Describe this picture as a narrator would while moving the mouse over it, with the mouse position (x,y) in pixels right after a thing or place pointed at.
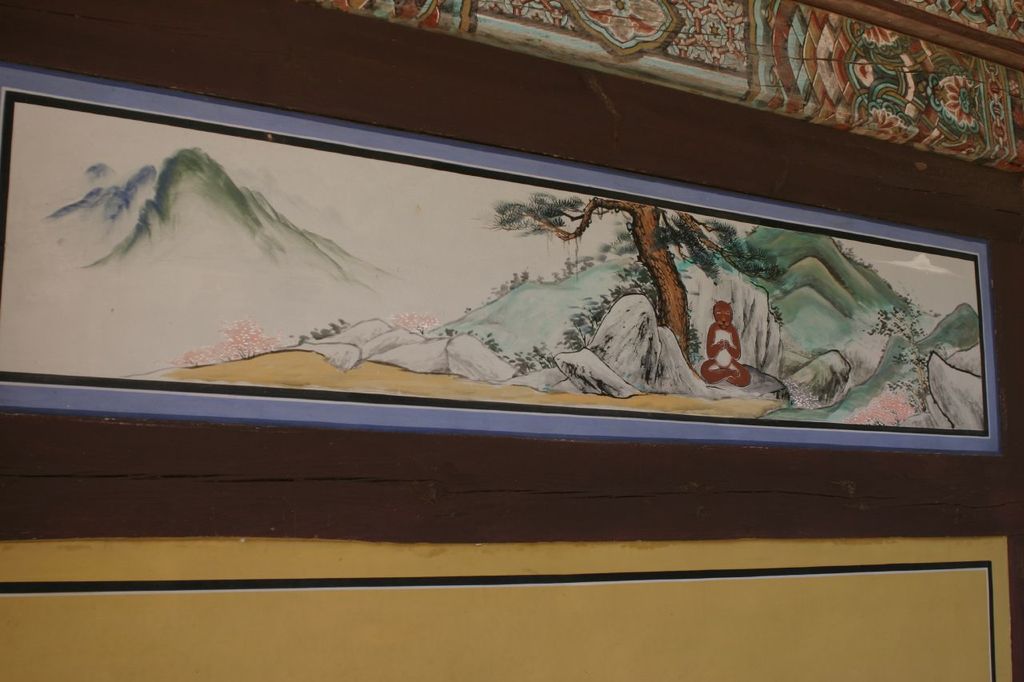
In this image in the center (610,372) there is frame (466,409) on the wall (560,463).
